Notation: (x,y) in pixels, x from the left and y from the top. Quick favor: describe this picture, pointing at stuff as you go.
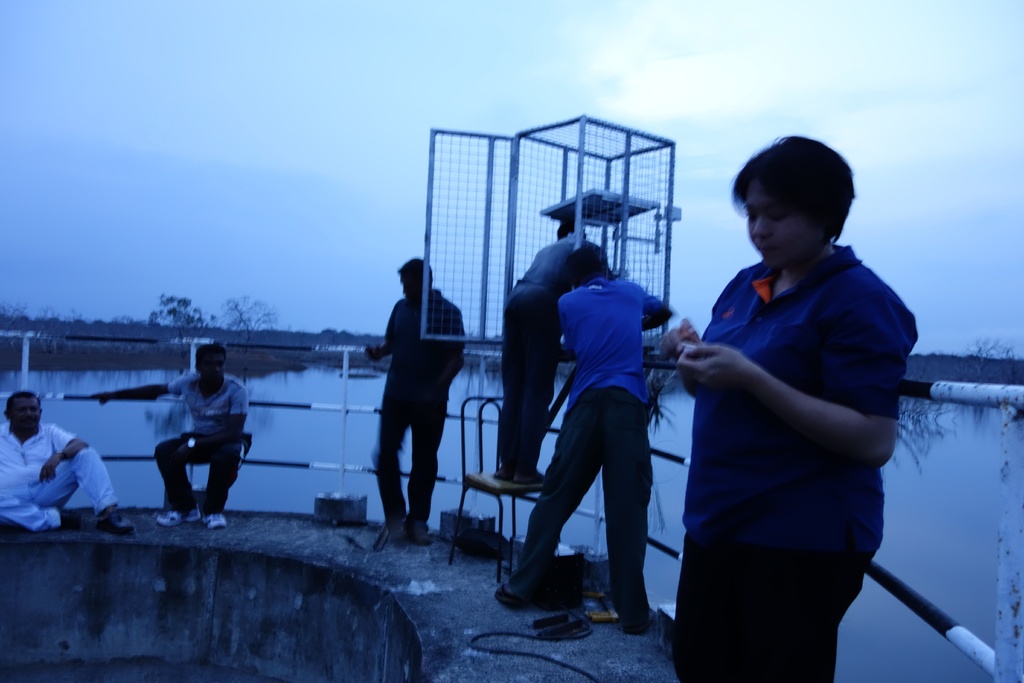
In this picture there are group of persons (639,453) where four (607,448) among them are standing and the remaining (201,367) are sitting and there is water (137,415) in the background (314,381).
